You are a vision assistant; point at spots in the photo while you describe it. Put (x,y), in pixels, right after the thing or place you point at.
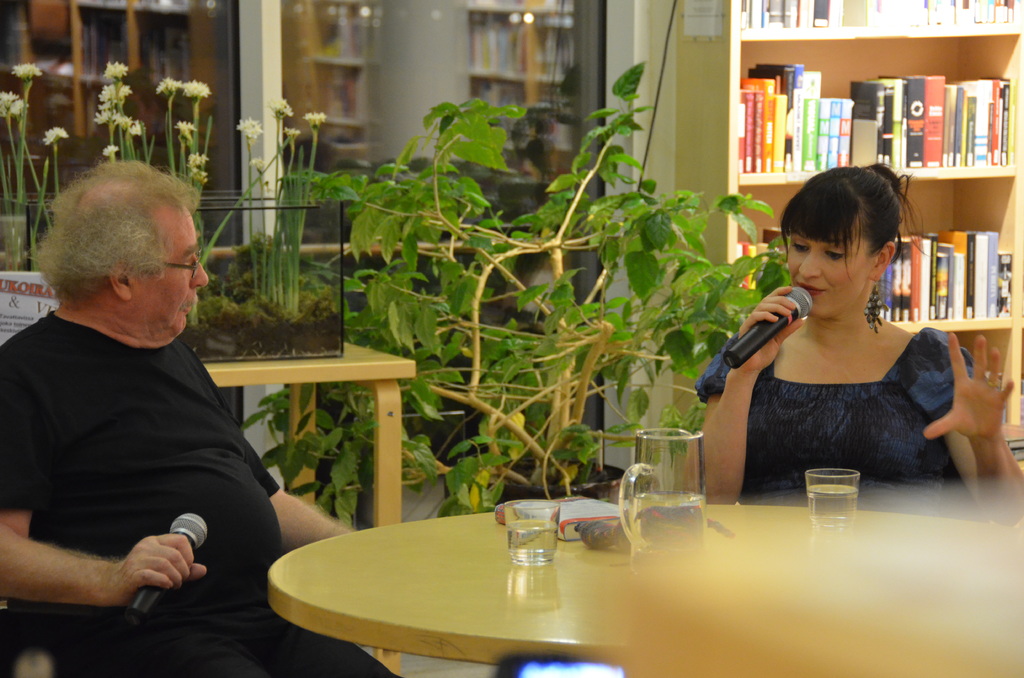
In this image I can see a man (118,175) and a woman (897,212) are sitting on chairs (40,624). I can also see both of them are holding mics (134,612) in their hand (144,564). In the background (428,452) I can see few plants (309,312), books (838,105) in bookshelf (734,76).
